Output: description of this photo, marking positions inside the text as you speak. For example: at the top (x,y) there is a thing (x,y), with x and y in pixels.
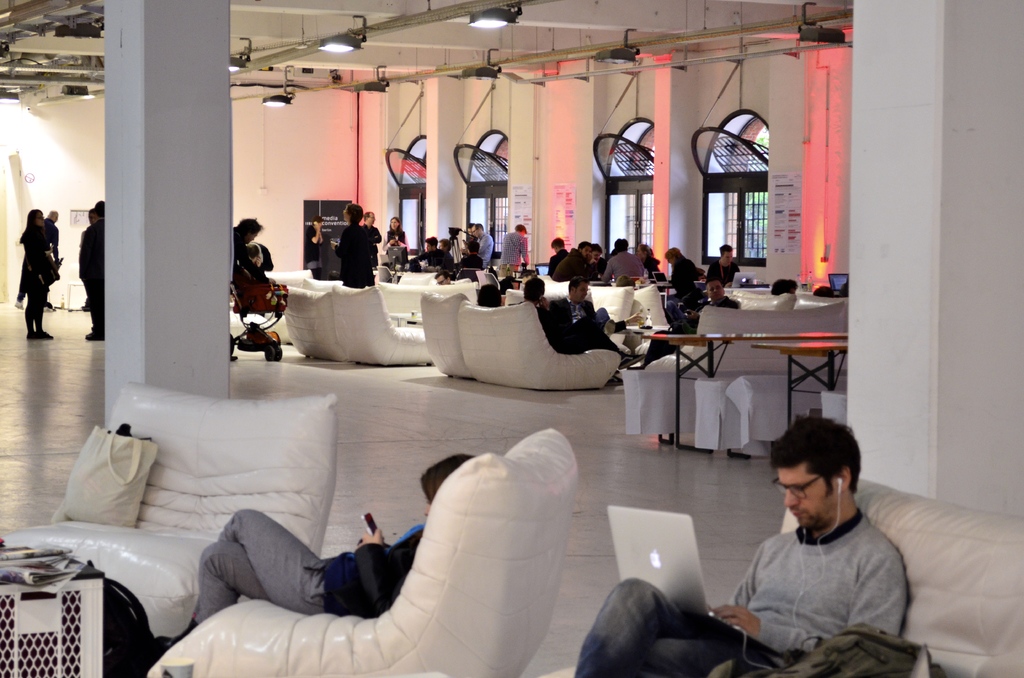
In the image in the center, we can see two persons (830,493) are sitting and holding some objects (672,551). And we can see the bags (116,501), papers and a few other objects (51,607). In the background (462,204) there is a wall (370,148), roof (336,25), windows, lights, tables (704,346), sofas (774,363), pillars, few people (781,290) are sitting and few people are standing.
